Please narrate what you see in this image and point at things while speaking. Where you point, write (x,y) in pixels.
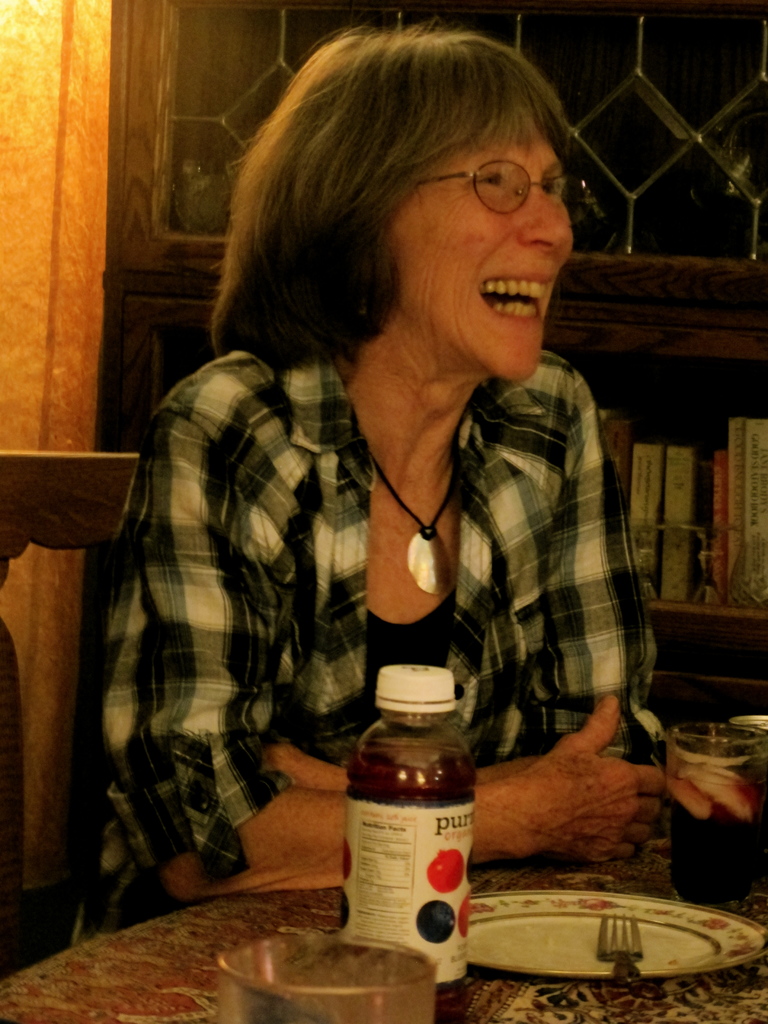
In this image old woman (500,350) is laughing sitting on a chair (49,500) leaning on the table (224,903) with an empty plate (550,914) and a bottle (424,837) which is kept in front of her on the table (171,986). In the background (653,307) there is one window (205,131) and a shelf (676,334) attached to it which is filled with the books (745,444).
